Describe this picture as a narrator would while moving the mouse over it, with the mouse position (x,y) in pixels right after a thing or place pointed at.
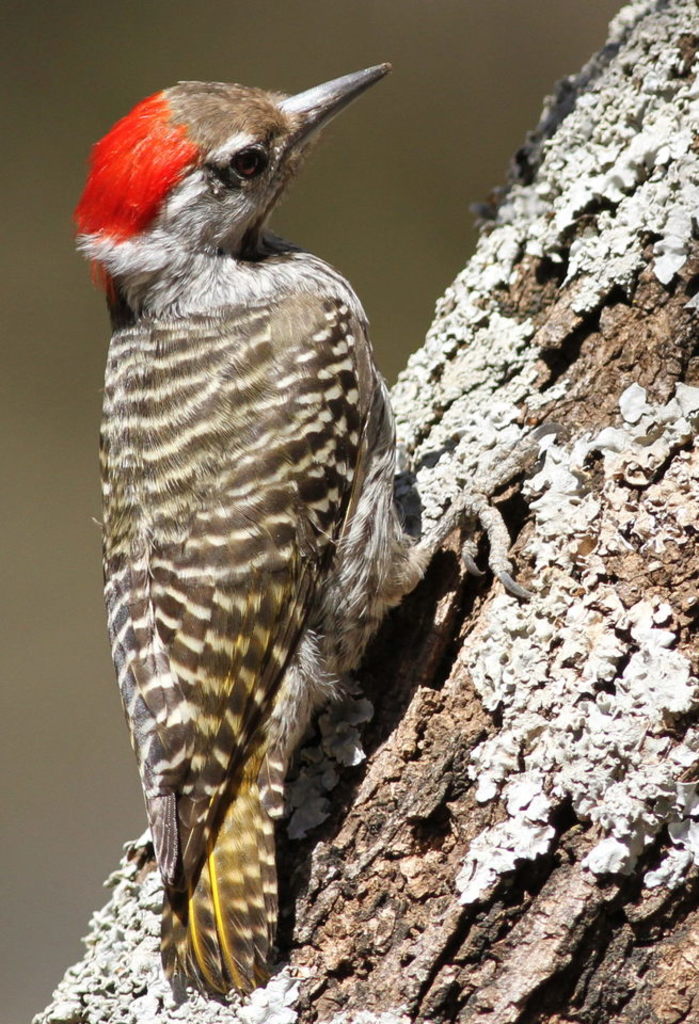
In this picture there is a bird (319,501) standing on a tree trunk (459,570).
